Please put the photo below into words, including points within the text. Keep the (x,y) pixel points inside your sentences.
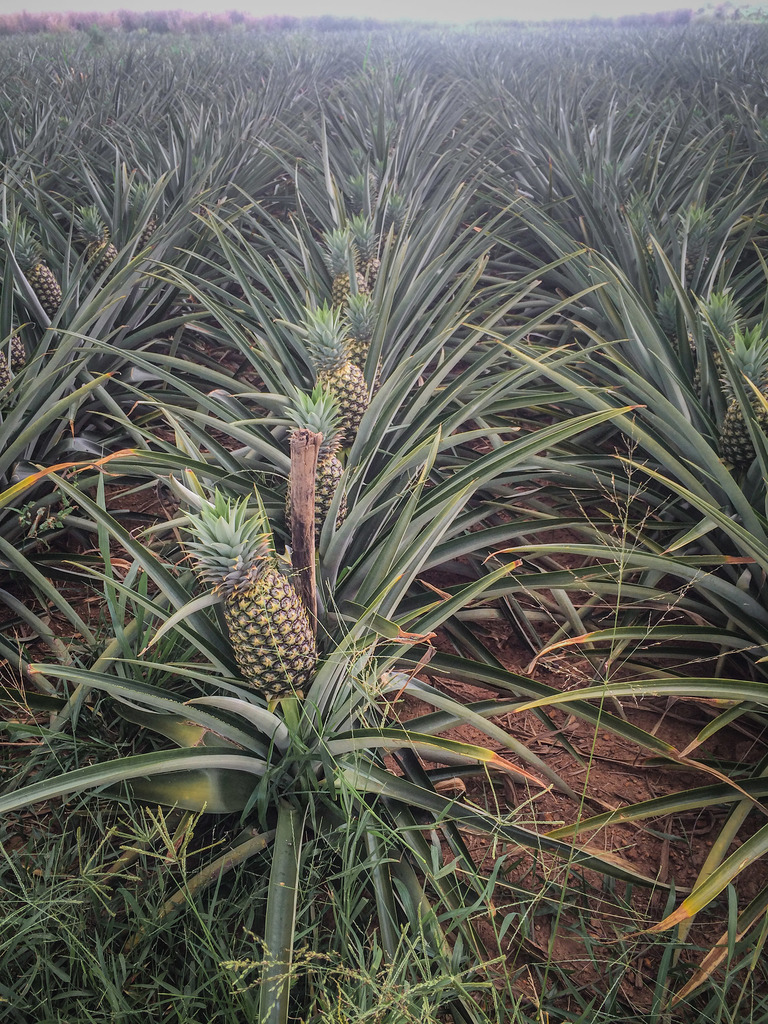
In this image we can see some pineapple plants (385,527) and grass (215,888).
